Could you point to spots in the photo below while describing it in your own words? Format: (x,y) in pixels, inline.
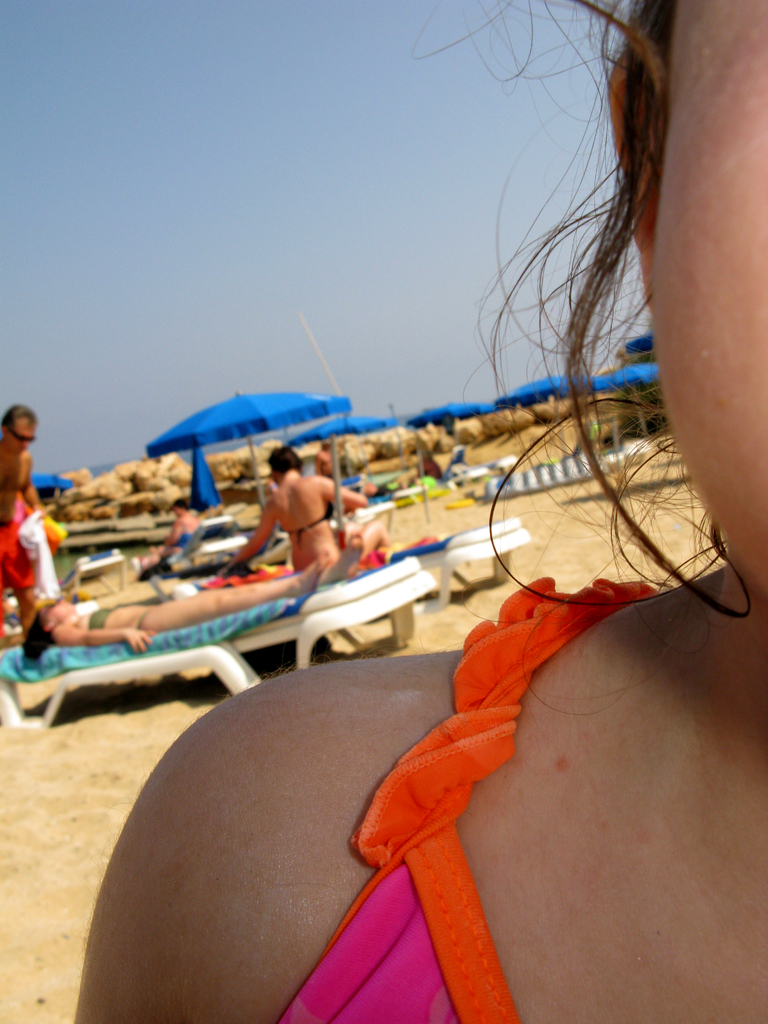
In this image it looks like it is a beach (141,591) in which there are few people (297,560) sleeping on the beds (362,615). In the background (200,425) there are blue coloured umbrellas (250,441) under which there are few people (276,516) sleeping on the beds (222,545). At the top (138,223) there is sky (193,213). On the right side (525,858) there is a woman (621,642). Behind the umbrellas (195,441) there are stones (133,477).
